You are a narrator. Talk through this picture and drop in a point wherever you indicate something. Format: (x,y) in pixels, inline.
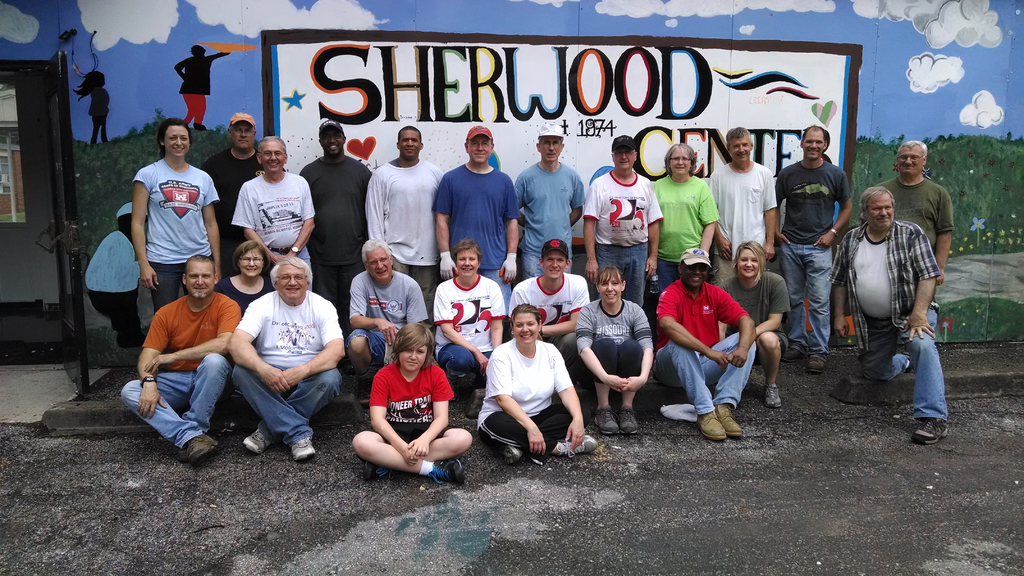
In this picture we can see a group of people (439,480) on the ground (754,461) and in the background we can see an object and a wall (1016,184) with a painting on it.
